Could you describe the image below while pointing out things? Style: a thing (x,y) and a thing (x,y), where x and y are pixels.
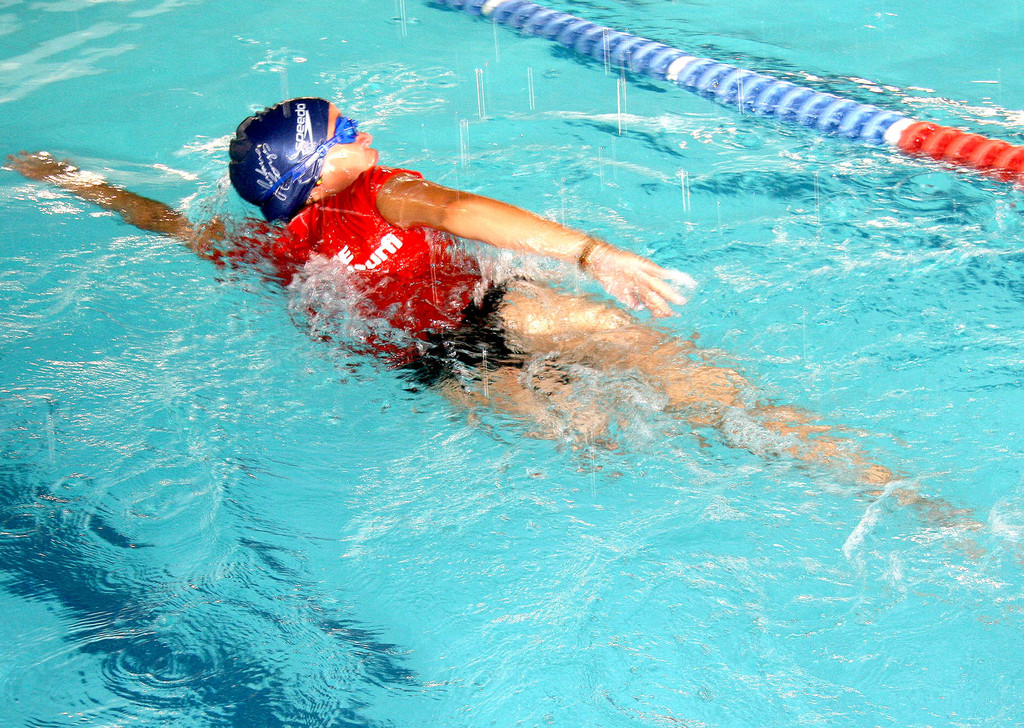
In this image we can see a person (451,392) is swimming. We can see a pipe (729,86) at the top of the image (642,54).
